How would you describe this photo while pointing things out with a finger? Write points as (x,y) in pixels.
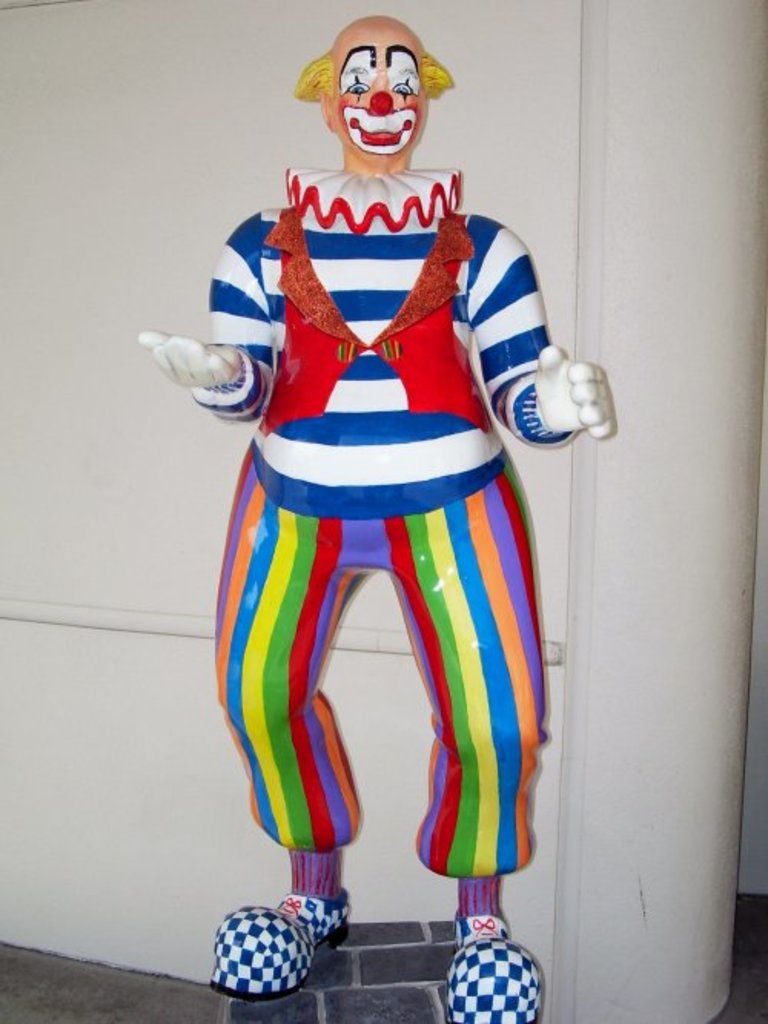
In this image there is a toy (316,540), in the background (75,42) there is the wall (208,796).
